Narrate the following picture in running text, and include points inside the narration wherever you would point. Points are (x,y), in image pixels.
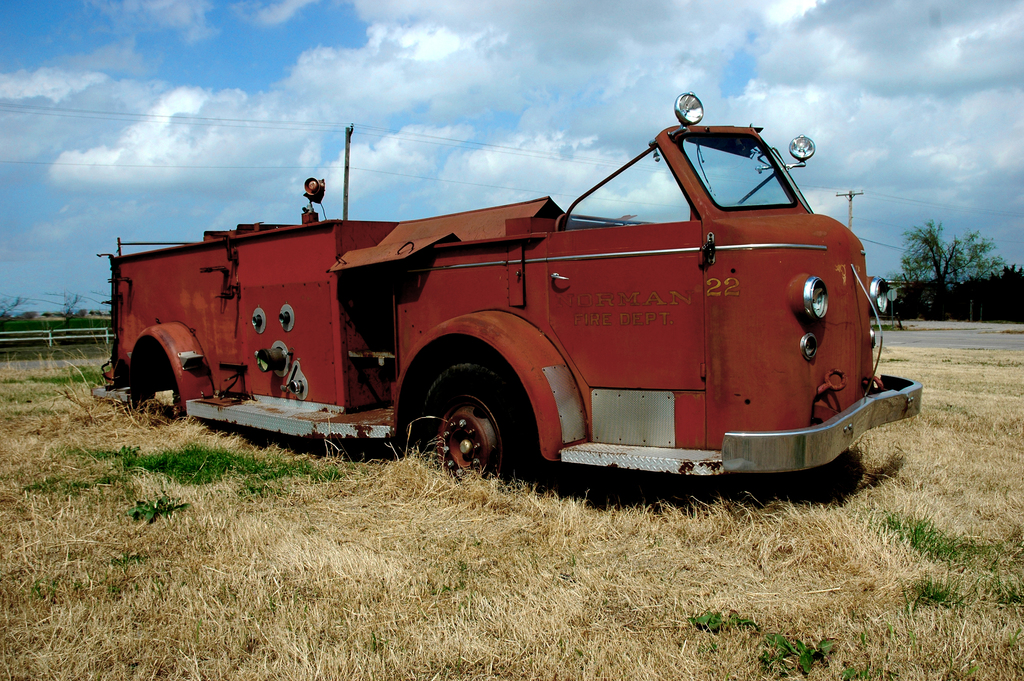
In this image I can see a vehicle (395,244) visible on grass (257,577), at the top (299,68) I can see the sky (789,33), on the right side (1008,323) I can see trees (944,313) and road (964,336).
